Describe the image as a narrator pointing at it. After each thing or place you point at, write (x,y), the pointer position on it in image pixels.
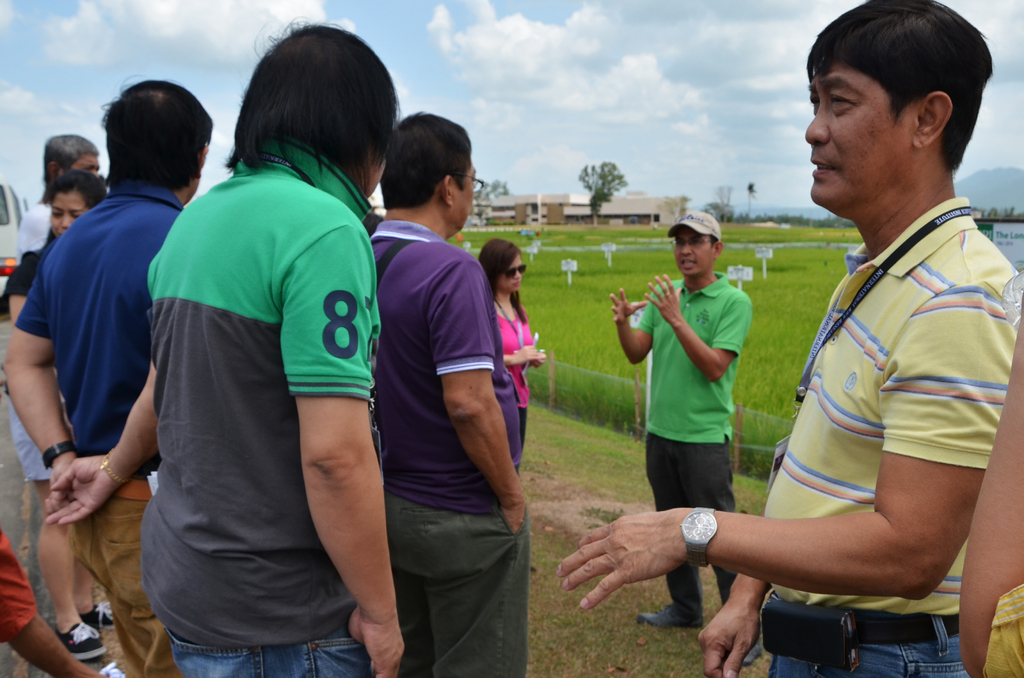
In the picture I can see a person (895,402) wearing yellow T-shirt (859,410) and identity card (861,294) is on the right side of the image (830,412). On the left side of the image (42,388) we can see a few more people (344,449) standing on the ground (703,610). In the background (629,373), we can see the farmland (616,365), building (622,202), trees (593,190) and the sky (612,128) with clouds (698,33) in the background (539,123).
